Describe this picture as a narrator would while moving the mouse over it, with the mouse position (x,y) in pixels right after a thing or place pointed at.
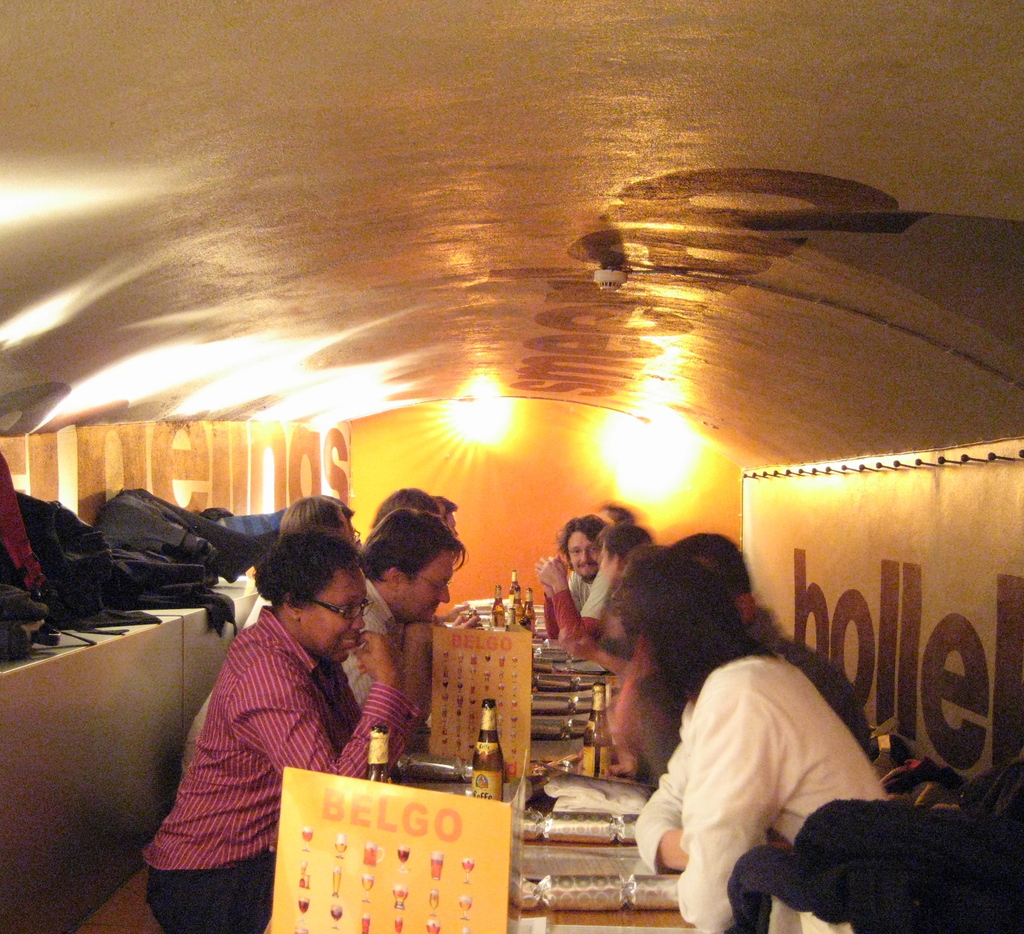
This image shows a group of peoples (821,764) who are all sitting in front of them we can find some food items (597,834) and bottles (490,764), and there is some baggage (217,561).
